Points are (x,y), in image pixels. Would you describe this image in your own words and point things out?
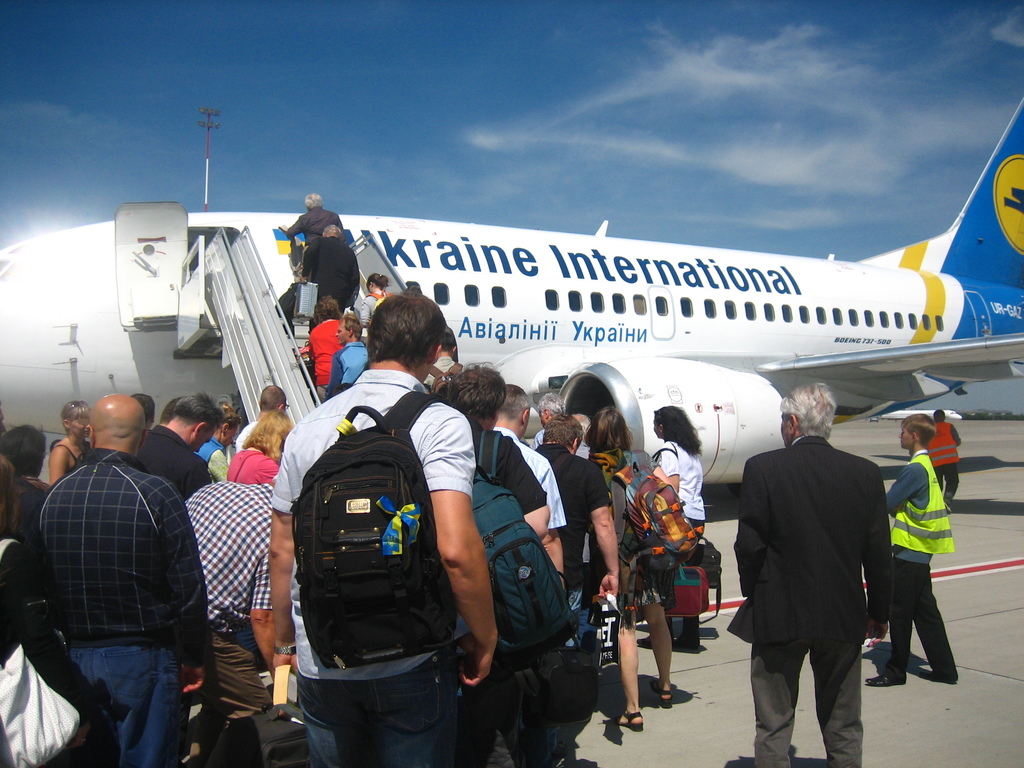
In this image I see number of people (529,495) and I see the steps (303,324) over here on which there are few more people (363,323) and I see an aeroplane (411,289) over here which is of white, blue and yellow in color and I see few words (562,265) written on it and I see the path (932,745). In the background (581,161) I see the sky (488,94), a pole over here and I see another aeroplane (898,412) over here.
